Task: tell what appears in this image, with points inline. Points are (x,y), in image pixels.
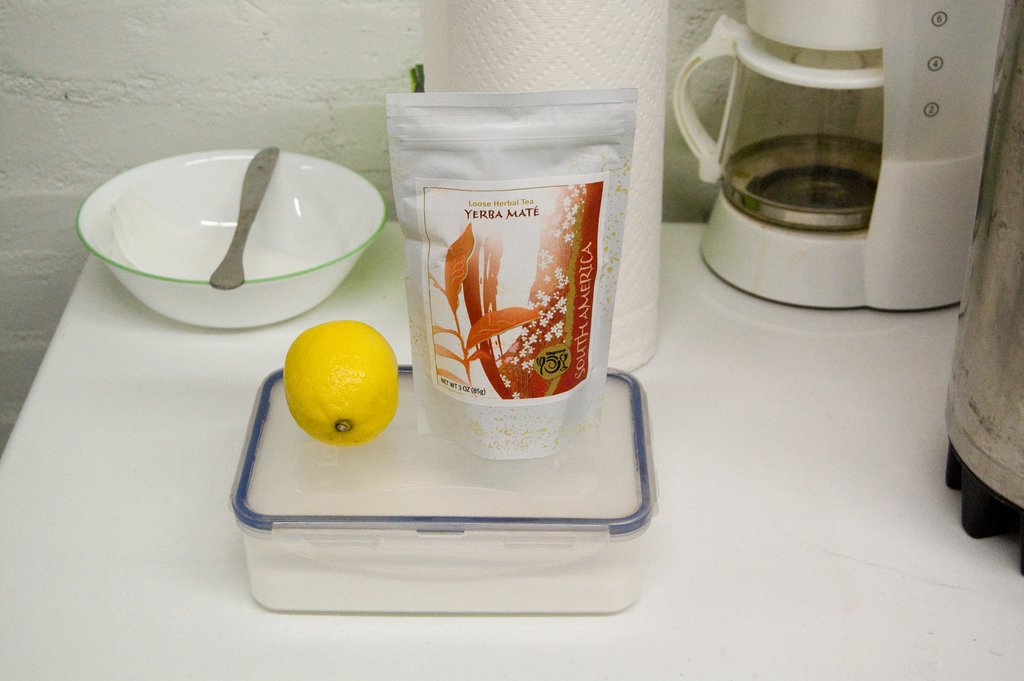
In this image there is a table (194,573) and wall (343,114). On the table (311,319) there is a box (465,526), bowl (256,216), tissue paper roll (638,308), fruit (324,354), packet (541,357) and objects (998,268).
